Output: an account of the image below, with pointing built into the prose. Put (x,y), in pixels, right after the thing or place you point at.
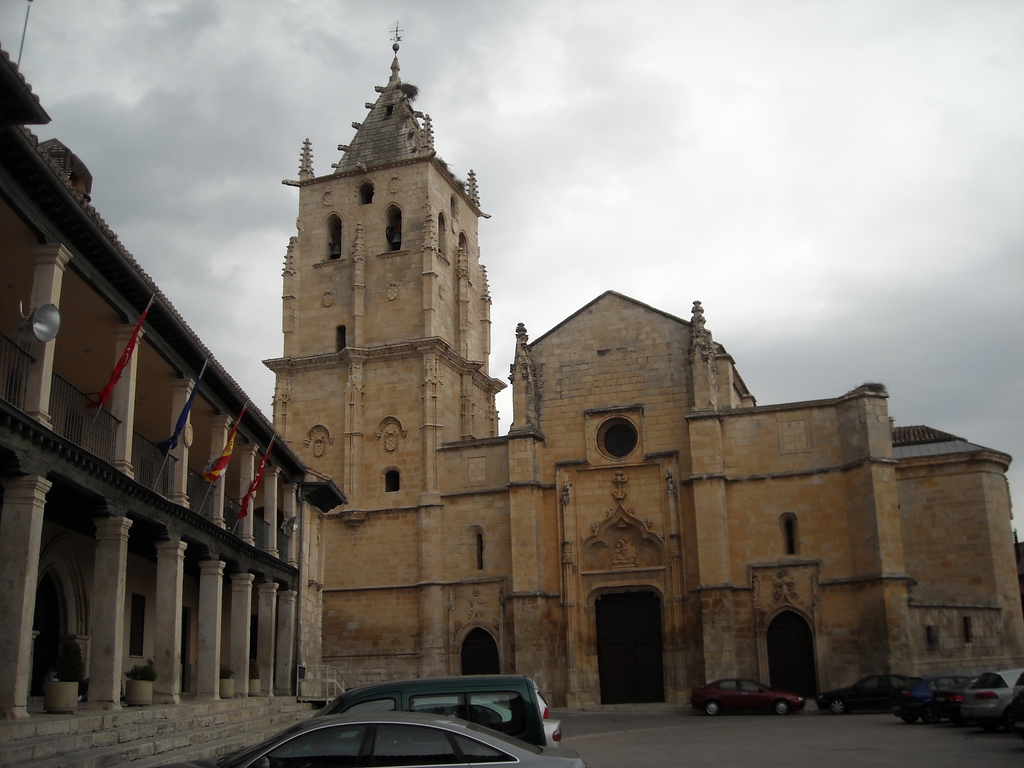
In this image I can see the vehicles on the road (663,734). To the side I can see the buildings (392,559) and there are flags (177,436) to the building (76,480). In the background (564,144) there is a cloudy sky (592,159).
